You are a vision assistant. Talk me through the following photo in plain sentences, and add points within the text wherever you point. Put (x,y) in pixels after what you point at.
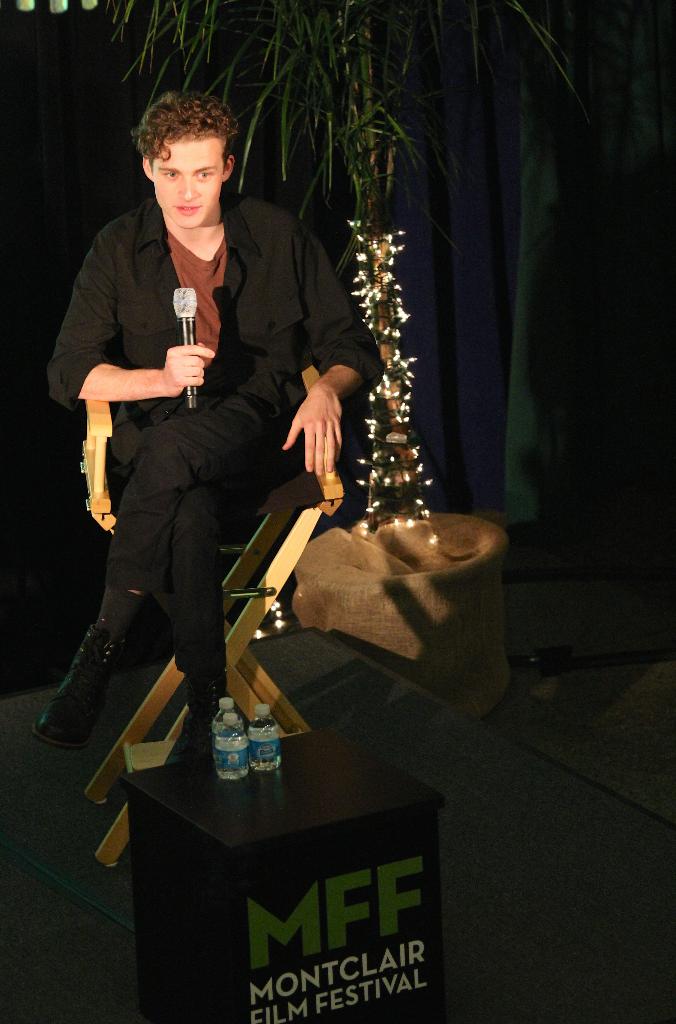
At the bottom of the image (182,789) there is a table (314,774), on the table (291,771) there are three bottles (231,708). Behind the table (182,789) a person (226,391) is sitting and holding a microphone (193,295). Behind him there is a plant (560,62). Behind the plant (560,62) there is a cloth (666,6).
